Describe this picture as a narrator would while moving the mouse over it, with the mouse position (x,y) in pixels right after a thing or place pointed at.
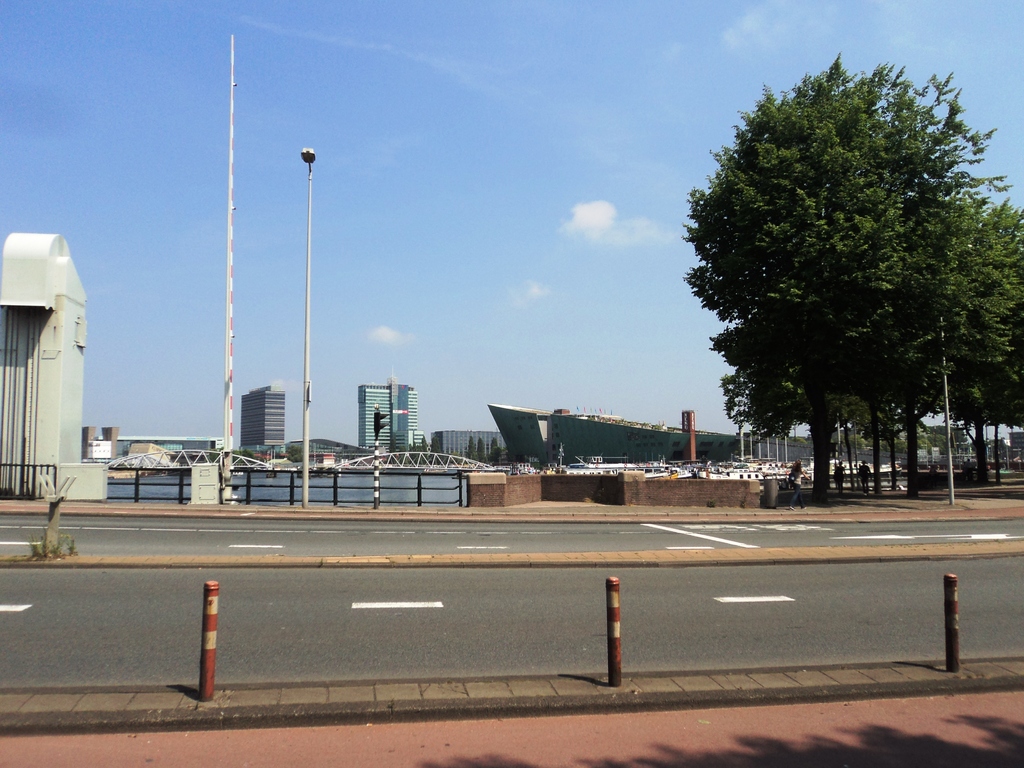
In the center of the image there is road (413,659). There are trees (882,269). In the background of the image (388,407) there are buildings (258,403). There is a railing (138,494). There are safety poles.
